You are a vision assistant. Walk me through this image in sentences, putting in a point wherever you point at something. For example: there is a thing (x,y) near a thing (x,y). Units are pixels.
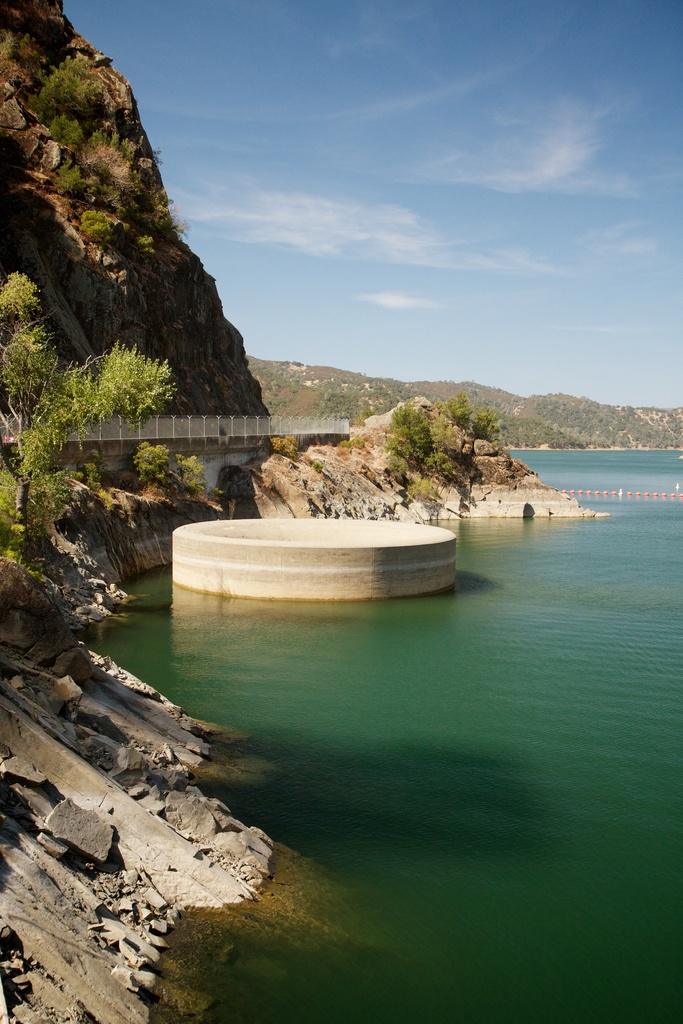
In this image I can see the water surface (447,859). I can see mountains (26,875). I can see few trees (421,458). At the top (422,247) I can see clouds (422,247) in the sky (422,247).
